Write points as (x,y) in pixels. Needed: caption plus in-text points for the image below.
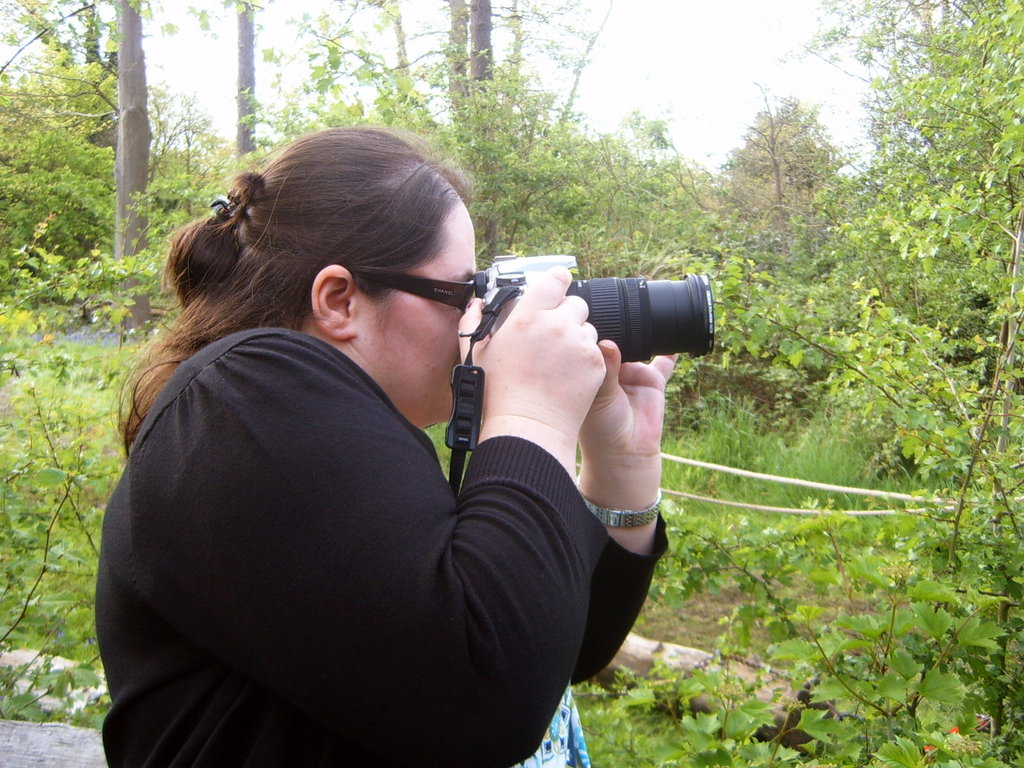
This picture is taken in the garden (723,564) where woman (343,441) is standing and holding a camera (623,309) she is taking a photo. In the background (744,46) there are trees (743,235), sky (712,37), and grass (693,631) on the floor (696,619).
